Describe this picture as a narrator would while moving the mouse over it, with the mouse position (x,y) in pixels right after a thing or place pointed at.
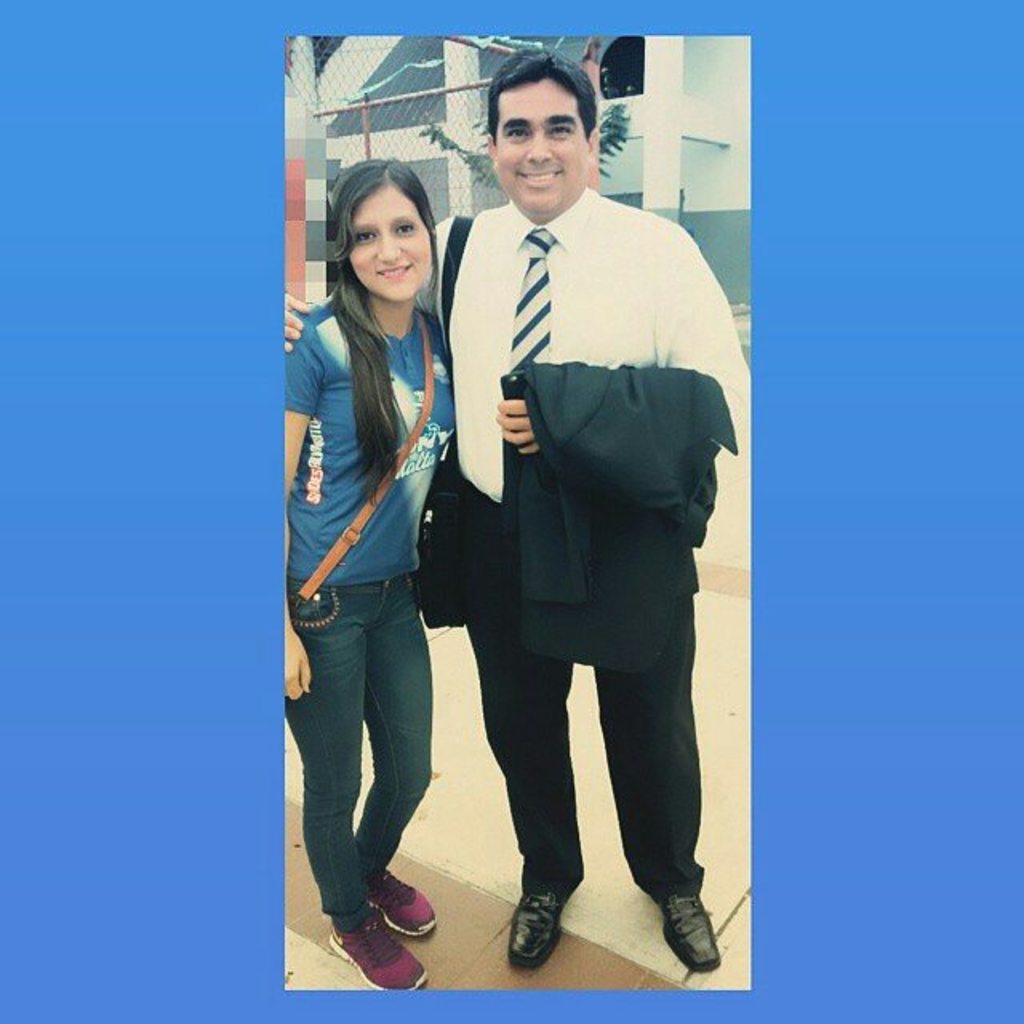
In this picture I can observe a man (534,343) and a woman (338,255) standing on the floor (603,836). Both of them are smiling. Behind them I can observe a fence (405,111). In the background (460,91) there is a building (456,65).
